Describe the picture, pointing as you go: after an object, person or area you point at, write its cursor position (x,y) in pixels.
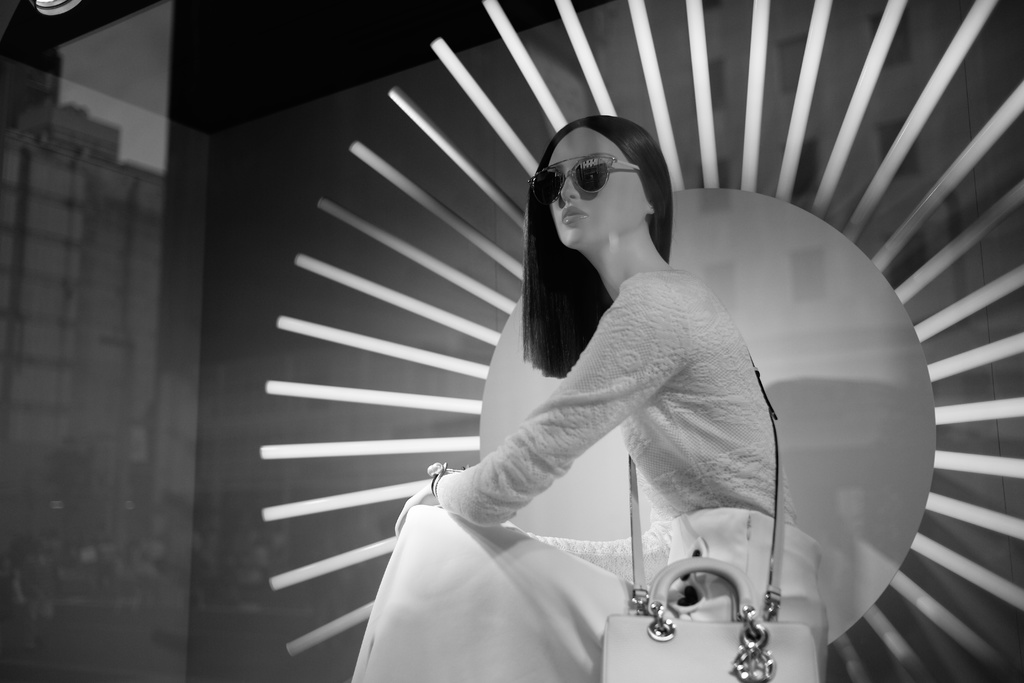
In the center of the image (530,430) we can see a mannequin (701,440) wearing glasses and a bag (713,659). In the background (523,403) there is a wall (347,427), round shape object (533,388) and a few other objects (460,409).
